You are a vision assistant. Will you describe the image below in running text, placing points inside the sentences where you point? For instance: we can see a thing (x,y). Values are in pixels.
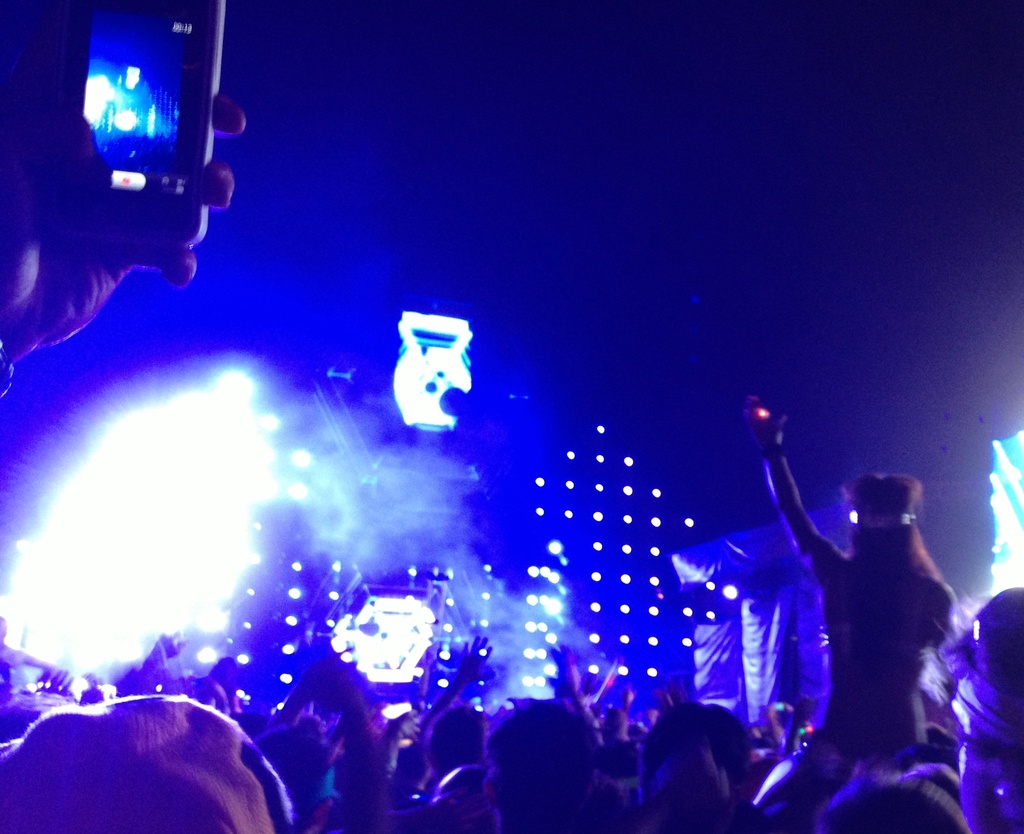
This image is taken in a concert. In the background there are a few lights (190,570). At the bottom of the image (271,738) there are many people (331,729) waving their hands (417,715). On the left side of the image (89,158) a person (89,158) is clicking pictures with a mobile phone (108,194). On the right side of the image (871,652) there is another person (860,655) raising an arm (782,502) in the air.
